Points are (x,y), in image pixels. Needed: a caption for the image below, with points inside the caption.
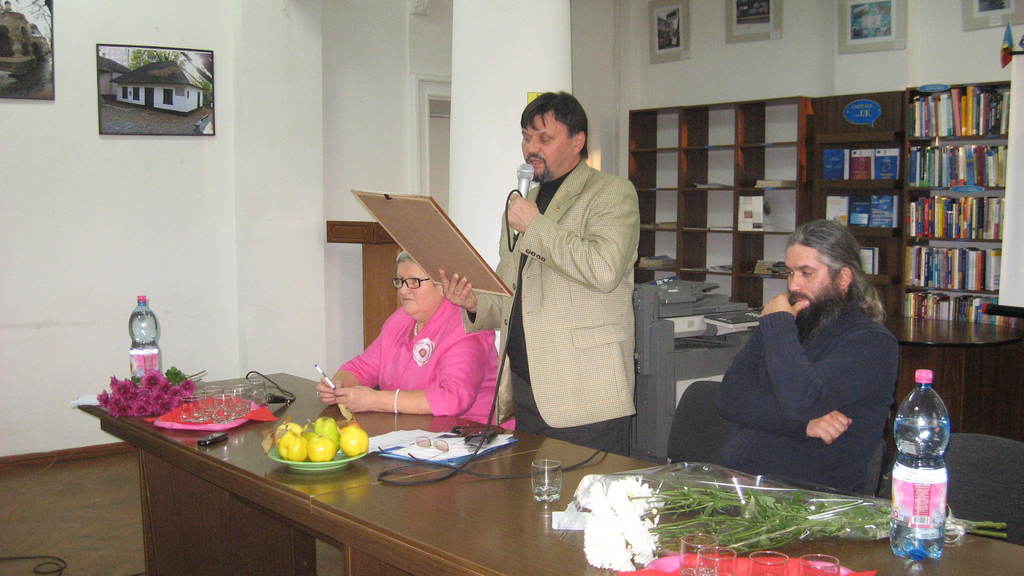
There are two persons (488,389) sitting on the chairs (680,421), one person (540,299) is standing, holding plank (481,278) and mike (527,169) in his hands (529,219). He is talking. This is a table (457,522) with a plate (336,464) of fruits (299,444), tray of glasses (208,408), flower bouquet (629,535), water bottle (904,507), spectacles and some files (471,450) placed on it. This looks like a xerox machine (673,341). This is a pillar (477,92). These are the photo frames (170,82) attached to the wall (842,67). This looks like a bookshelf (943,188) where books (931,153) are placed in it. I can see another table (969,335) here.
